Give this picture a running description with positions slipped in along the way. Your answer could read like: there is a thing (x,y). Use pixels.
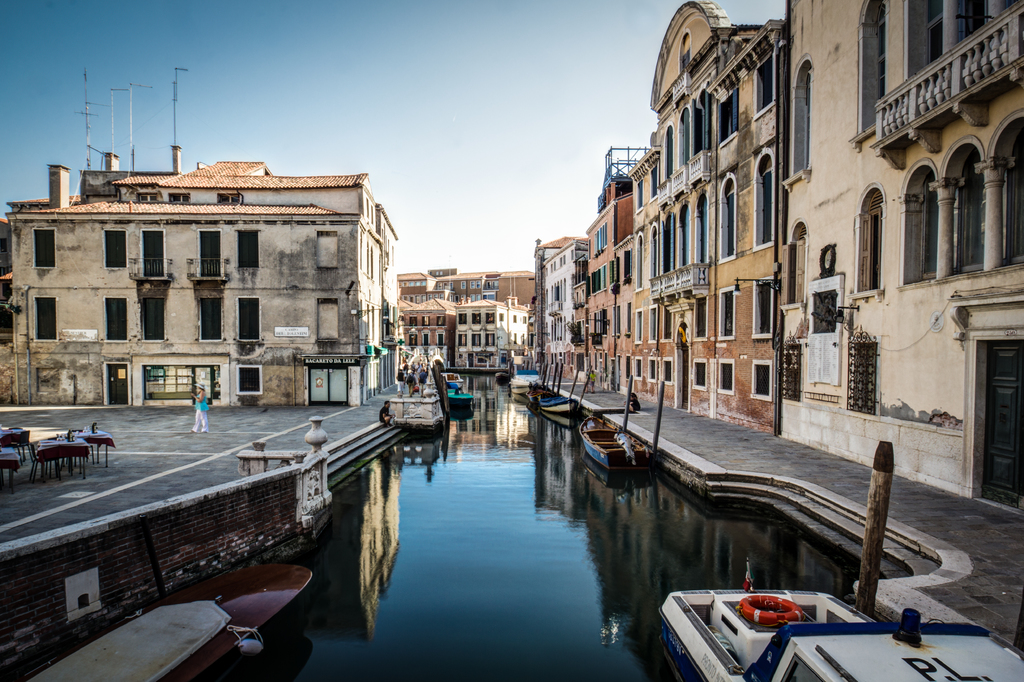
In this picture we can see boats (698,604) on water (621,500), swim tube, tables (48,448), poles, buildings (213,305) with windows (205,330) and a group of people (412,392) walking on a path (332,409) where a person (383,413) sitting on the steps (364,436) and in the background (352,102) we can see the sky (406,81).
